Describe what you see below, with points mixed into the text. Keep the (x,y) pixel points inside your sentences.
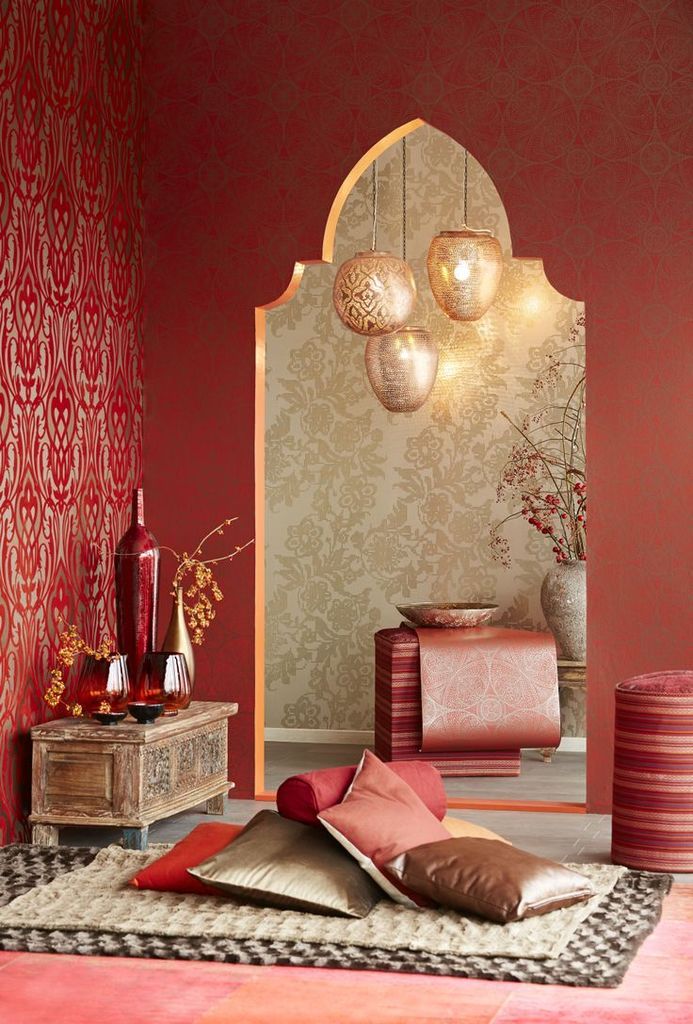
In this picture we can see pillows (427,884) and bed sheets (231,926) at the bottom (312,892), on the left side (35,480) there is a wall (71,518) and a table (204,740), we can see flower vases (172,661) on the table (134,725), in the background (569,603) there is a plant (537,499), a pot (561,597), a bowl (496,607) and lights (396,292).
